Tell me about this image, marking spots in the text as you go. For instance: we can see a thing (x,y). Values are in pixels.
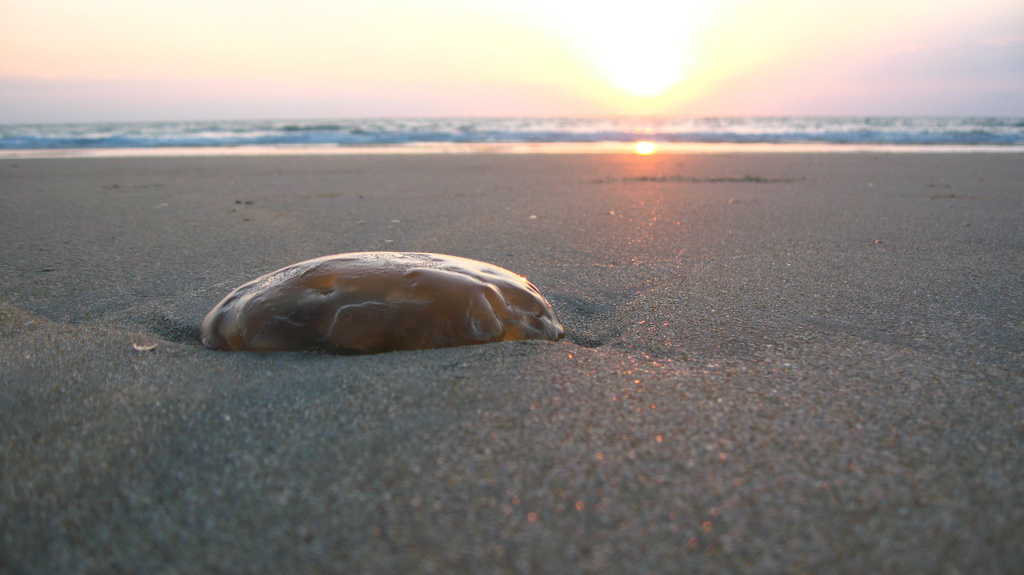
In this picture there is an object (487,309) on the sand (467,375) and there is water (527,130) in the background (490,117).
